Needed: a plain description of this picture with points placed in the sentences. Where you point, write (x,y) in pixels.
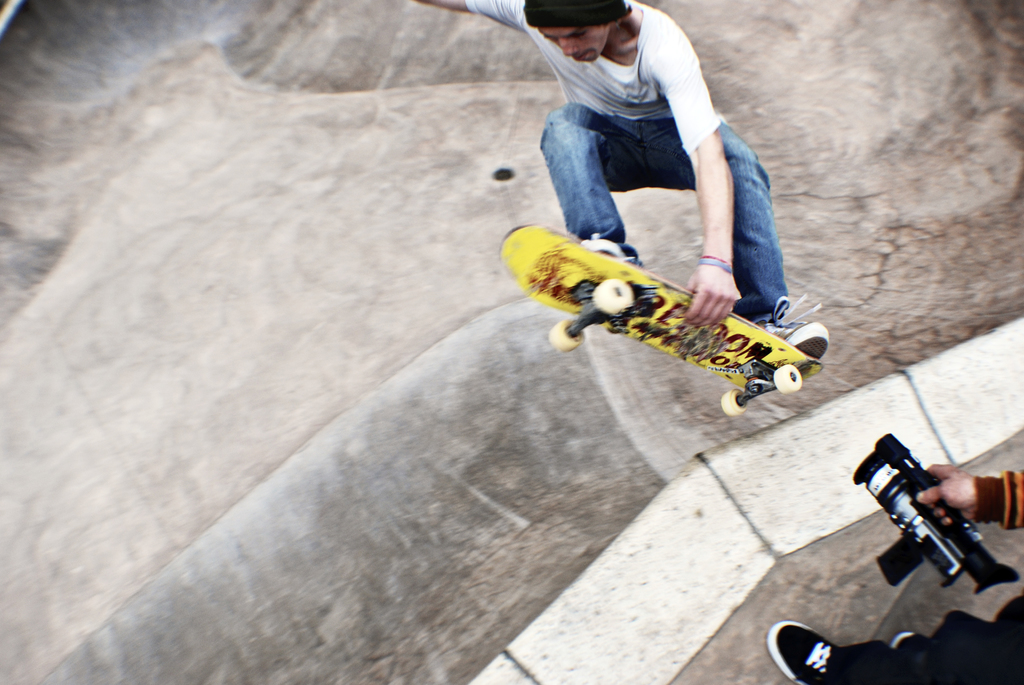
In this image we can see a man (608,156) jumping with skating board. On the right (993,496) we can see a person (1003,507) holding a camera (916,497). At the bottom (591,560) there is a skate bowl (631,543).
